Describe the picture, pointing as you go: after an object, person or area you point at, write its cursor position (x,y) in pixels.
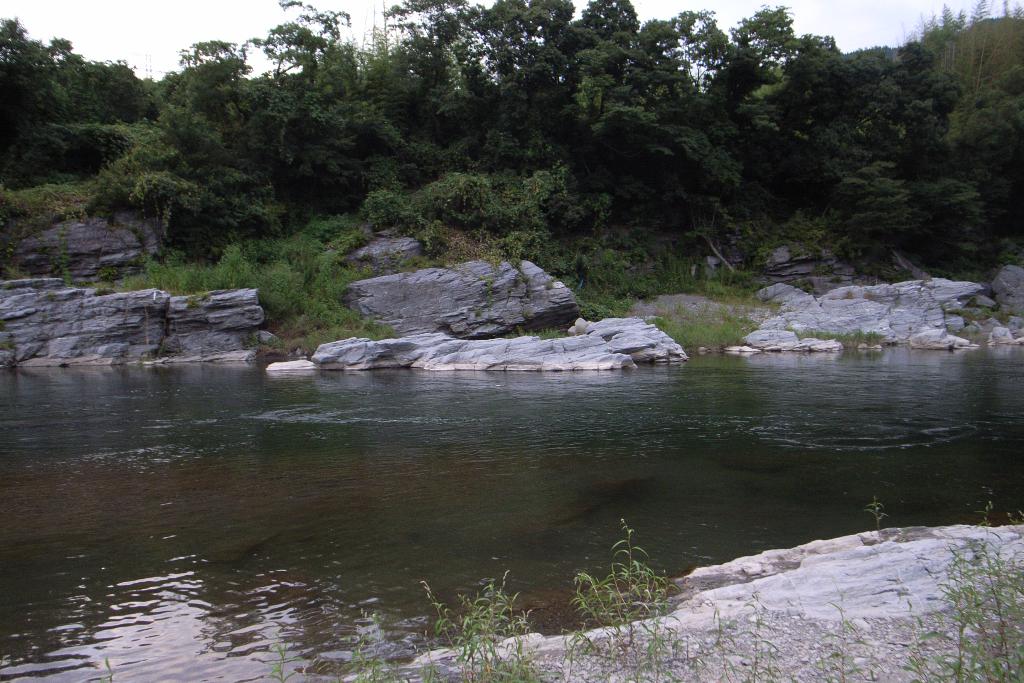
In this picture I can observe a lake (392,426) in the middle of the picture (544,432). In the background (383,204) there are trees (554,156) and sky (219,26).
